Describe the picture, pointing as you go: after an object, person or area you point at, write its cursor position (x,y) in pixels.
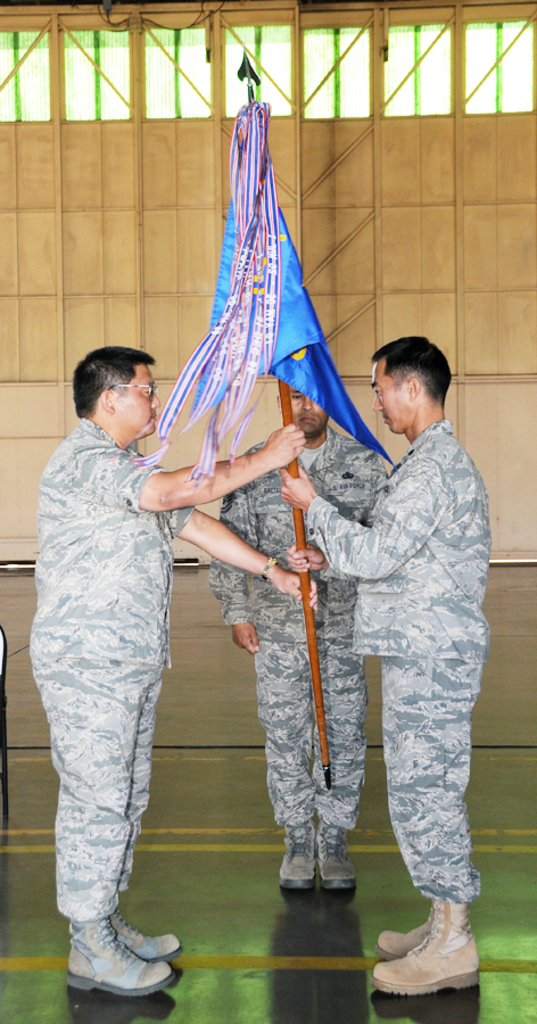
In this picture there are two persons (401,950) standing and holding the flag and there is a person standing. At the back (437,244) there is a wall (511,320). At the top (392,69) it looks like windows (229,85). At the bottom (320,967) there is a floor (244,971).
